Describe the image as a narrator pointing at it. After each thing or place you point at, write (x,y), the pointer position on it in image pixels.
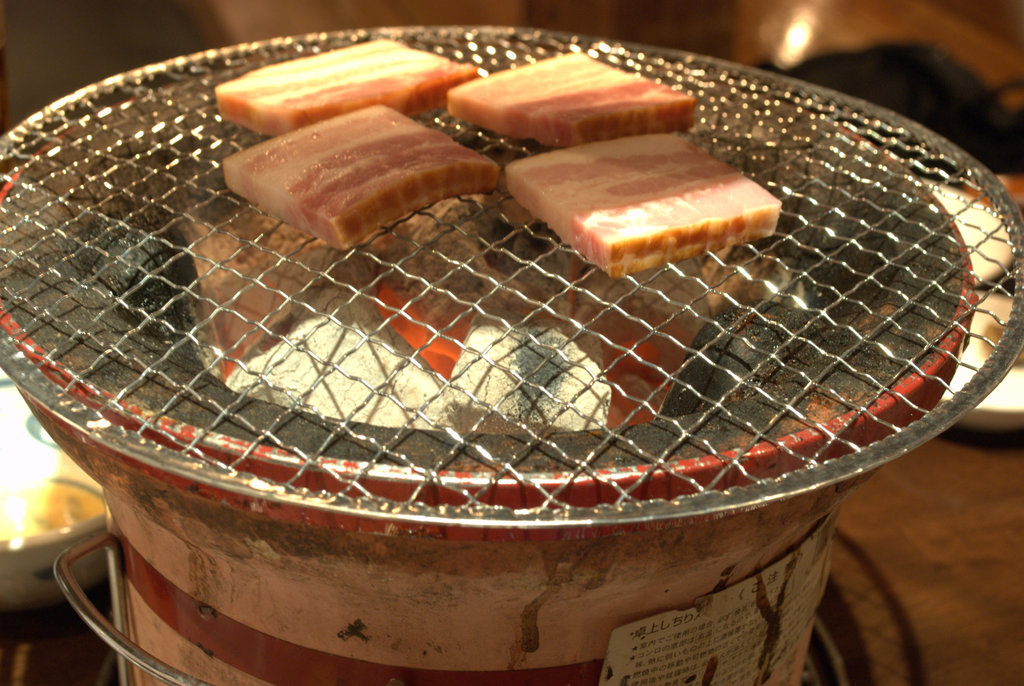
In this picture we can see some food items (425,163), steel object (618,52) and a few coal pieces (433,380). We can see some text (719,646) on a board (682,674). There is a bowl (50,555) on the left side (33,435). We can see a few objects (1016,392) in the background (1020,372). Background (58,42) is blurry.
